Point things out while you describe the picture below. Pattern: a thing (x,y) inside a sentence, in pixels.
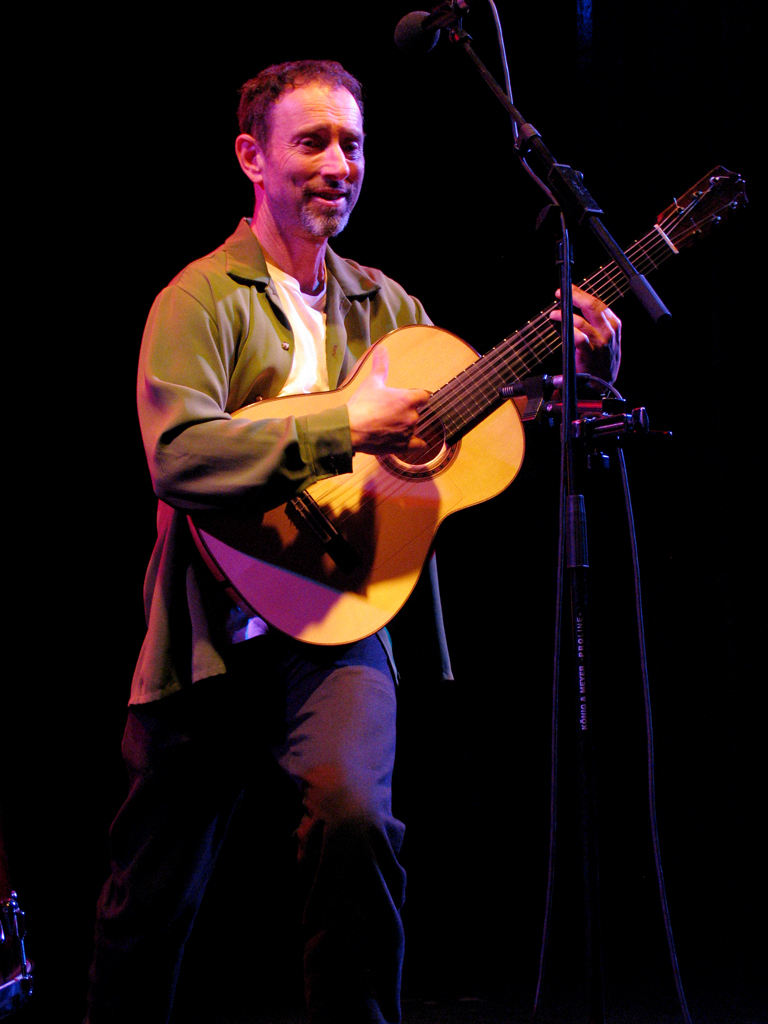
In this picture there is a man (256,107) playing a guitar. He is wearing a green jacket (273,312), white t shirt (319,343) and a black trousers (367,660). In front (565,455) there is a mike (568,440) and the background (79,205) is dark.
